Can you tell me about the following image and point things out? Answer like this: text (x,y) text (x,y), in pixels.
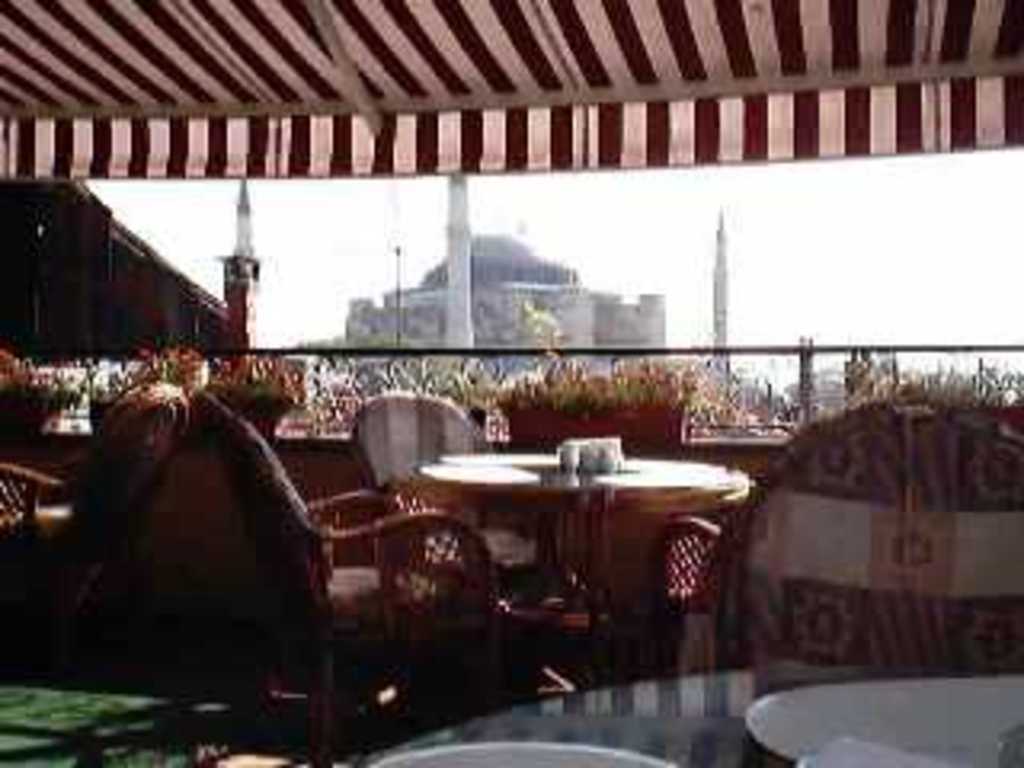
In this image there are tables (713,745), on that tables (640,693) there are plates (775,716) and glasses (611,462) around the tables (622,486) there are chairs (364,475), in the background (92,369) there are plants (982,368) and glass wall (981,354) and buildings (204,325), at top (149,164) there is tent (572,91).
